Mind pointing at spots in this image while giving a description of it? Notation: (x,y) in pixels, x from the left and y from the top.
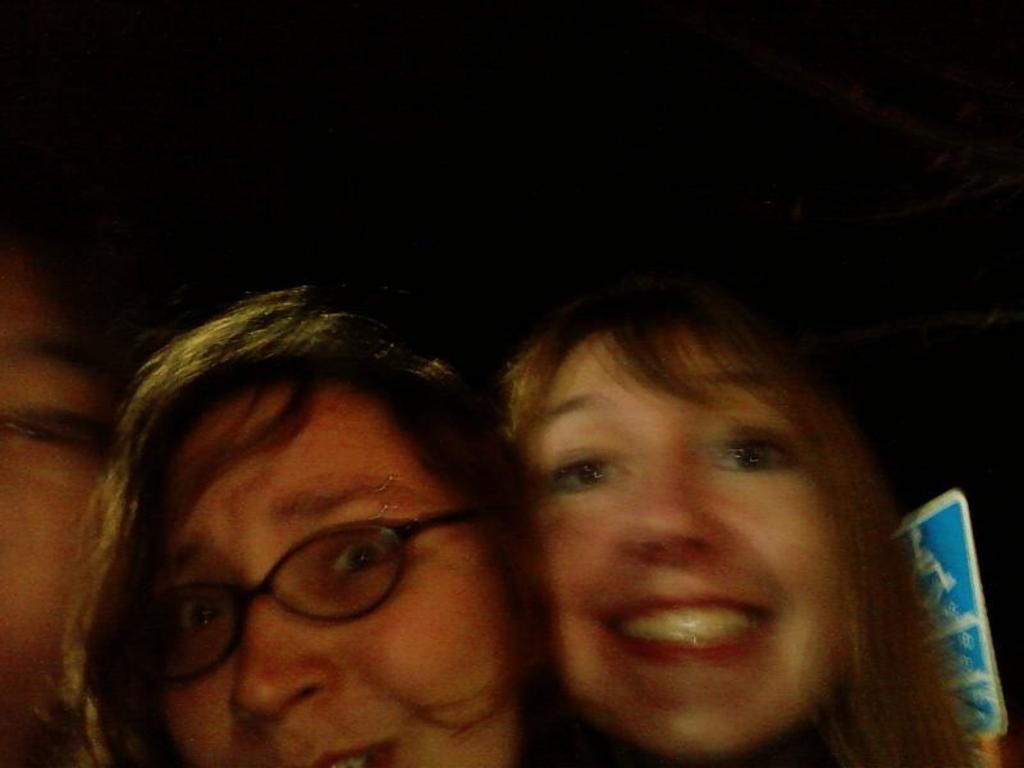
In this image we can see people (746,507). On the right (967,611) there is a board (978,671).
